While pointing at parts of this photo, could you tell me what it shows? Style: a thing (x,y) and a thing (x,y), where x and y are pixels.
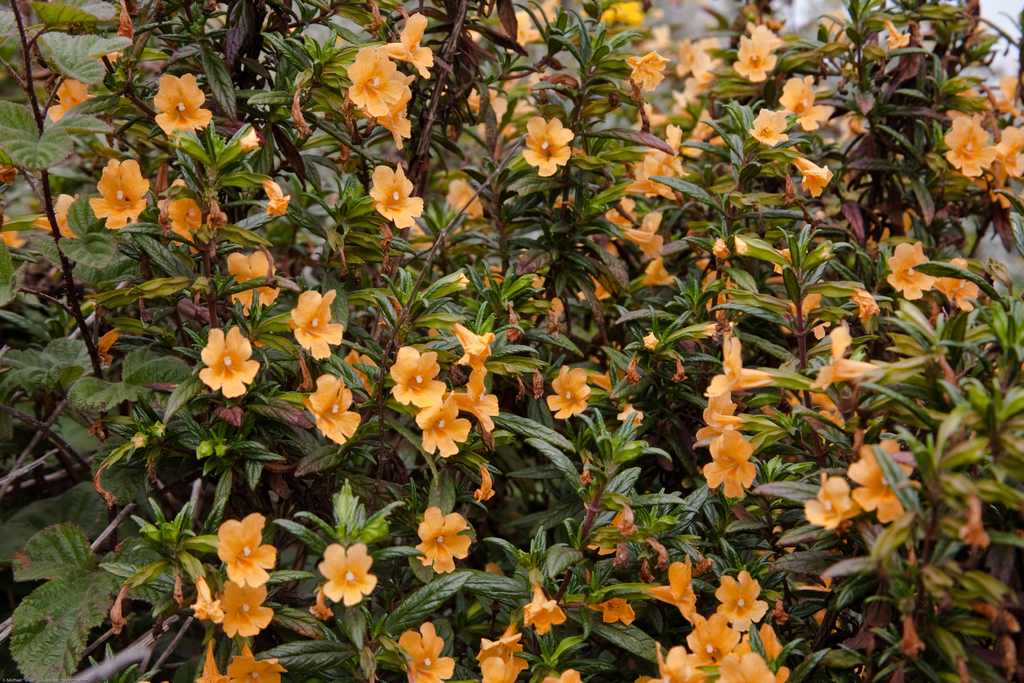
In this image, we can see plants (382,446) with flowers (447,444).
